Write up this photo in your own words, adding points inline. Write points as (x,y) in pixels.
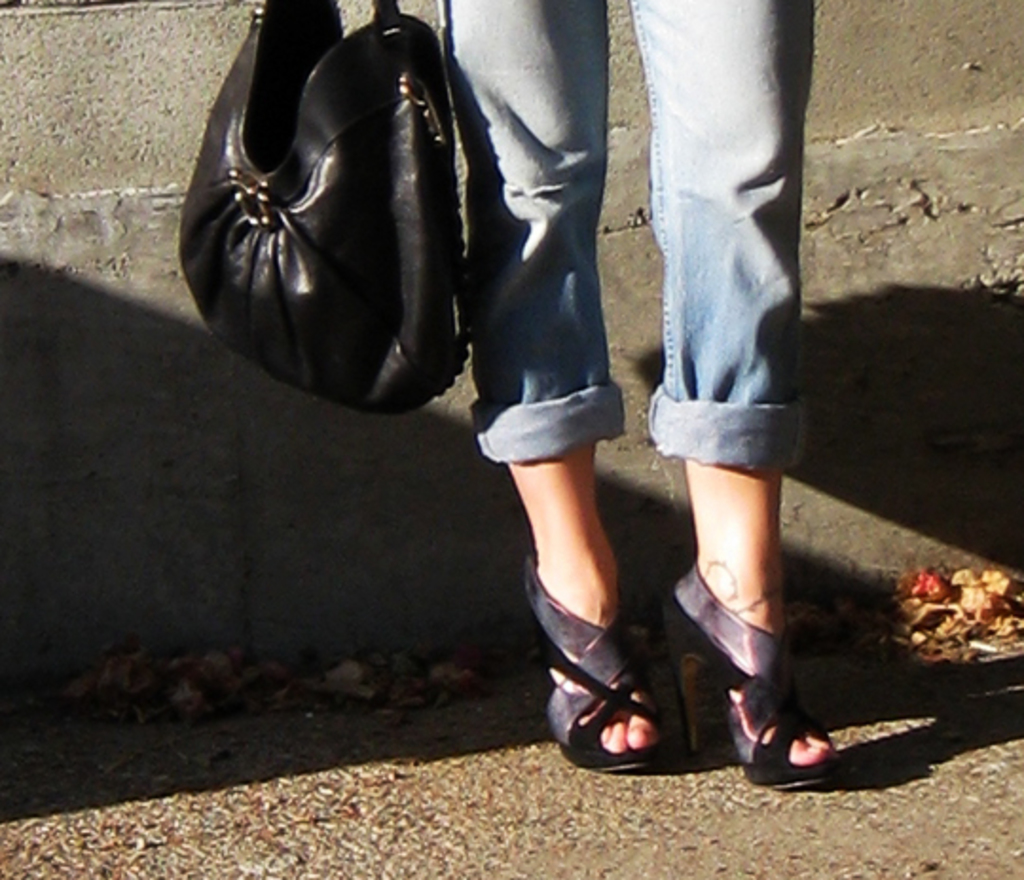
In this picture there are legs (530,402) of a girl (533,408) wearing high heels (704,655) and a black bag (337,217) beside her. The picture is taken in a daylight.
